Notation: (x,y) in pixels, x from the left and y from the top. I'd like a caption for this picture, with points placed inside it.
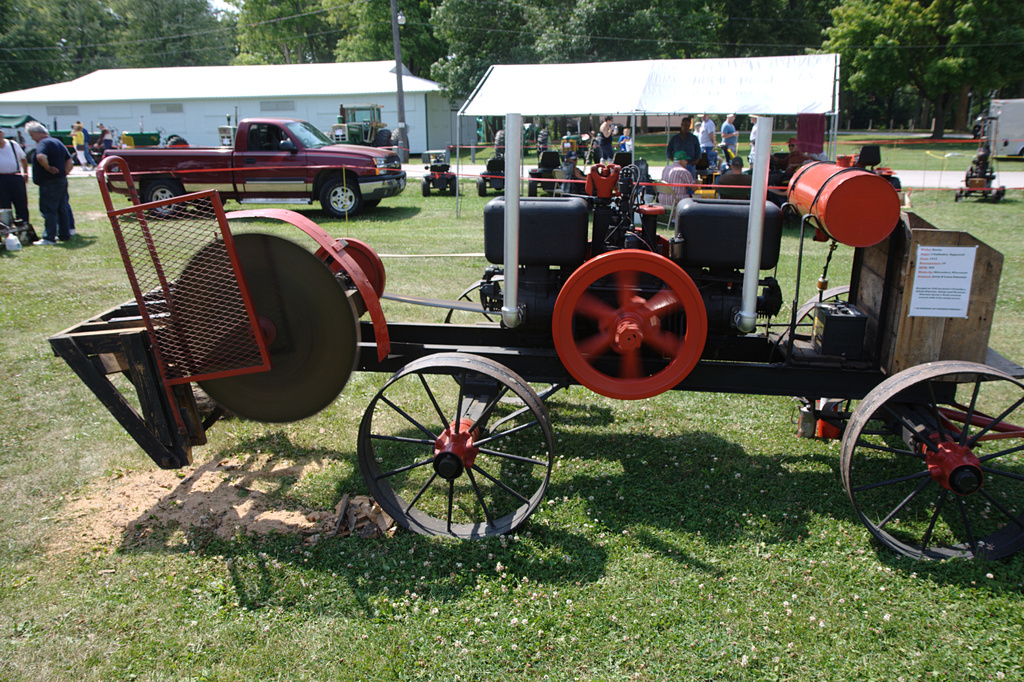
In this image there are vehicles (152,164). There are people (63,164). At the bottom of the image (657,573) there is grass (608,601) on the surface (564,624). In the background of the image (455,146) there is a building (390,120). There are trees (686,34).
